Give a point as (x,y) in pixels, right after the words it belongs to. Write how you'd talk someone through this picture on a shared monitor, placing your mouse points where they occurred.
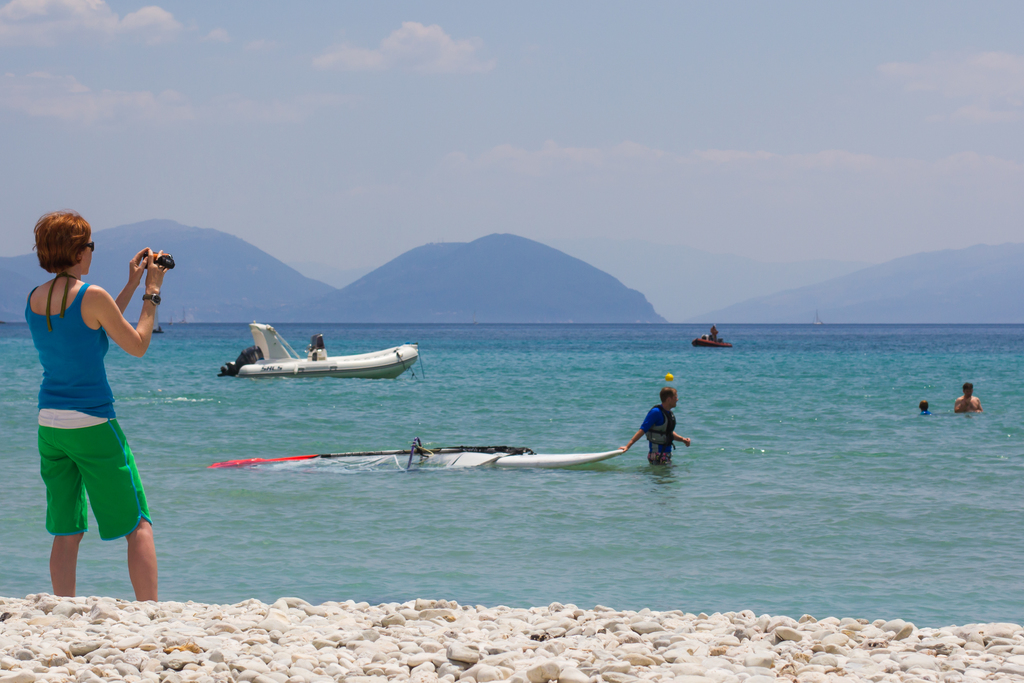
In this image there is a woman (64,357) standing on the left side (68,519) and taking the pictures with the camera (163,257). In front of her there is water (398,484). In the water (481,569) there are boats (401,451) and few people (973,403) are swimming in it. In the background (698,285) there are hills (677,289). At the top (556,82) there is the sky (556,82). At the bottom (428,638) there are stones (490,642).
